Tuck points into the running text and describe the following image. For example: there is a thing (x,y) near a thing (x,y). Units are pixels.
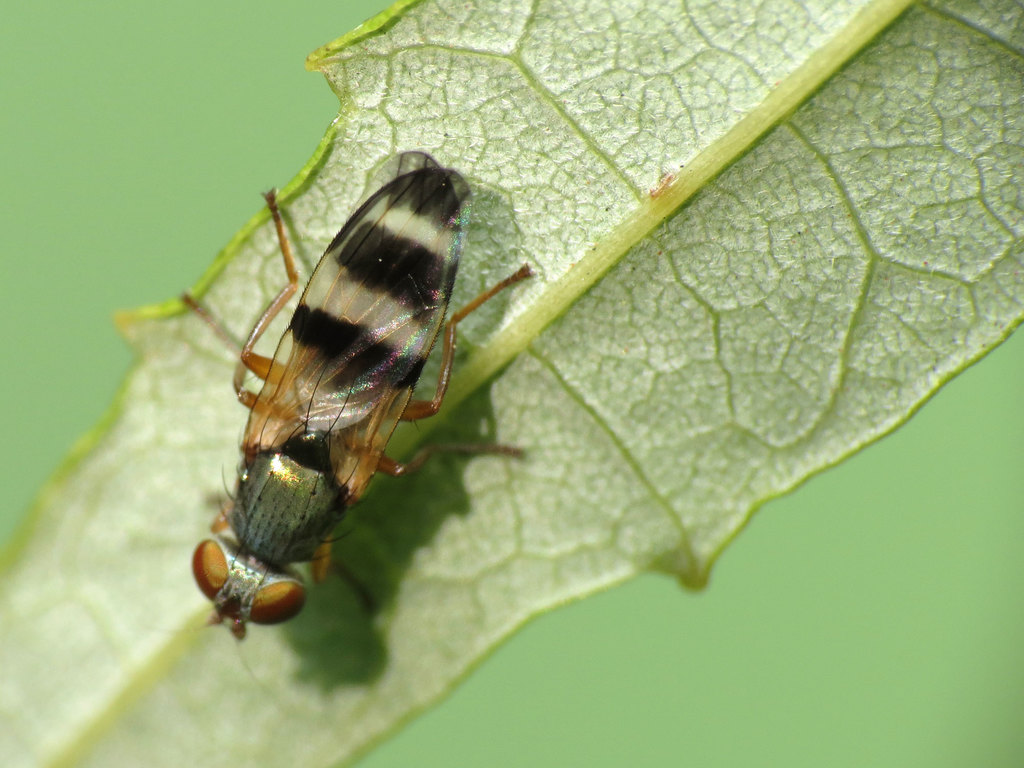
In this picture there is a hoverfly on the left side of the image (332,287) on a leaf (264,301) and the background (260,105) area of the image is blur.
